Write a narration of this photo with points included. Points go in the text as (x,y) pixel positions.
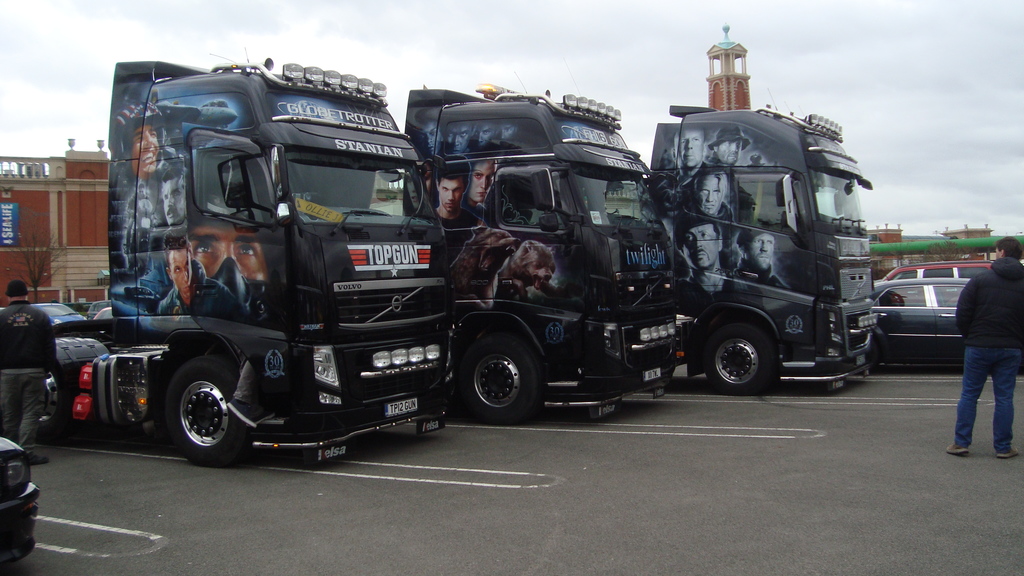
In this image we can see three vehicles (557,243) on a surface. On the vehicles (477,303) we can see text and images (520,282). On the right side (921,310), we can see vehicles (924,294), a person (1004,285) and a building (907,257). On the left side (84,253), we can see a person (14,299), vehicles (53,317) and a building (81,179). At the top (331,41) we can see the sky (347,19).
